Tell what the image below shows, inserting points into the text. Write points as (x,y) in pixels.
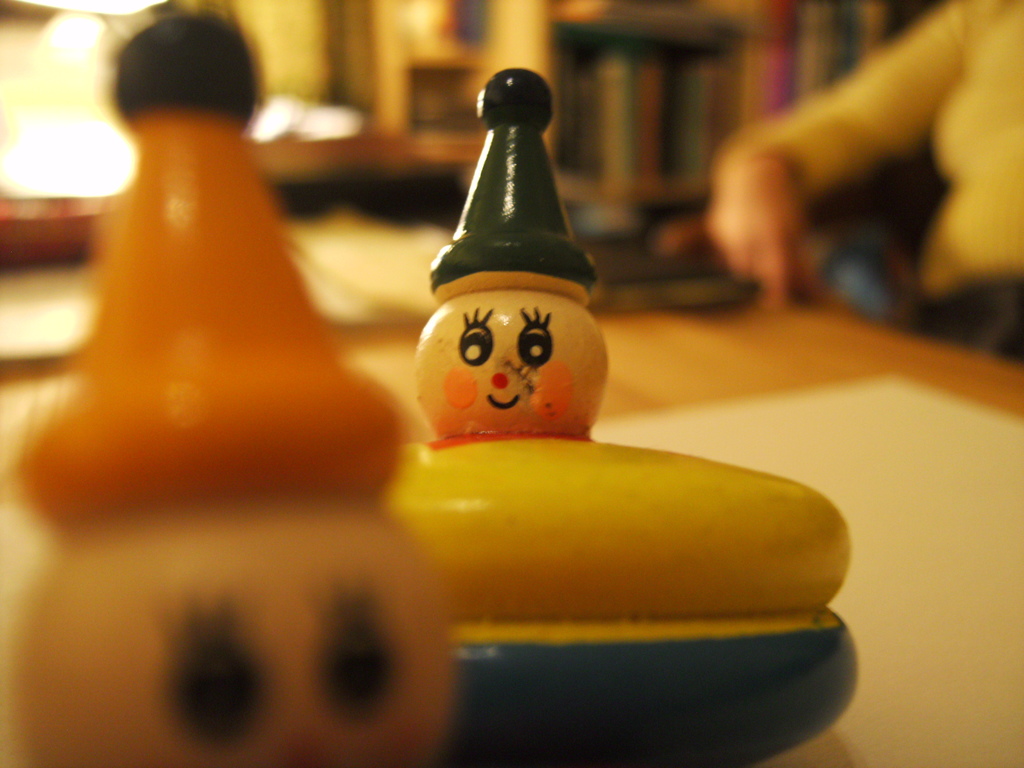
In this image we can see few toys (428,400) on a table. Behind the toys (489,220) we can see group of objects (343,115) on a table (343,142). On the right side (911,82), we can see a person (914,320).
